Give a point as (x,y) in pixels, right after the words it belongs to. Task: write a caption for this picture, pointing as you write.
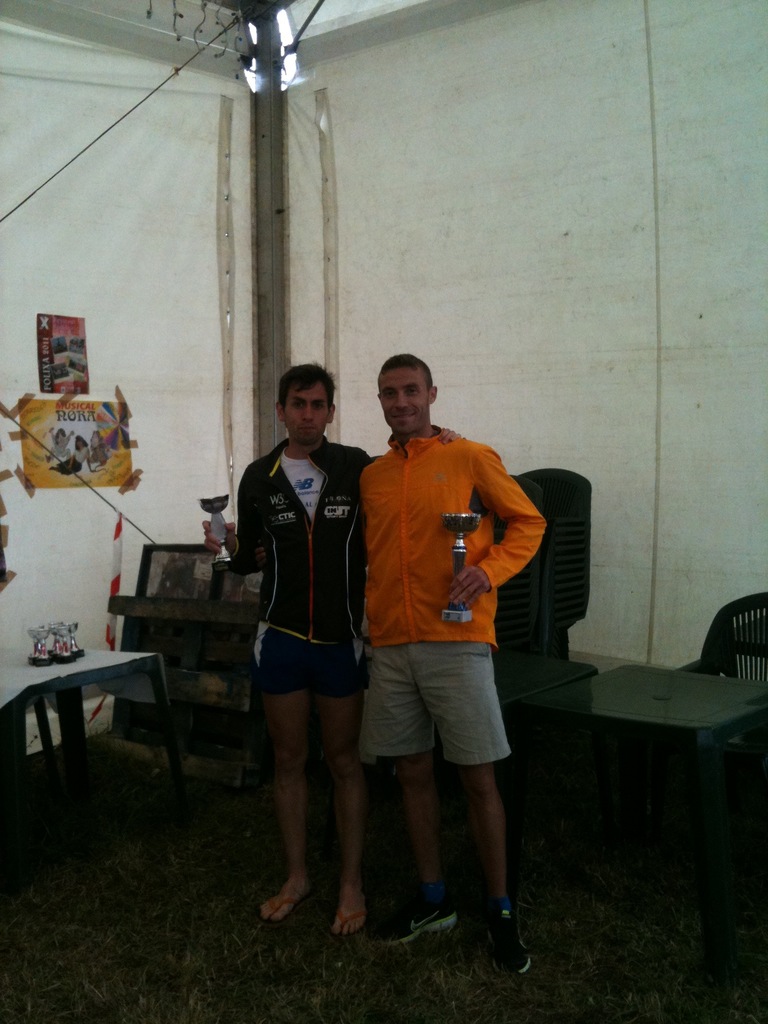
In this I can see two men (404,616) are standing and also smiling, they wore coats (388,561), shorts (396,668). On the left side (128,459) there is a paper (103,428) stick to the wall (144,465), on the right side (616,814) there is a chair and table (511,699).
